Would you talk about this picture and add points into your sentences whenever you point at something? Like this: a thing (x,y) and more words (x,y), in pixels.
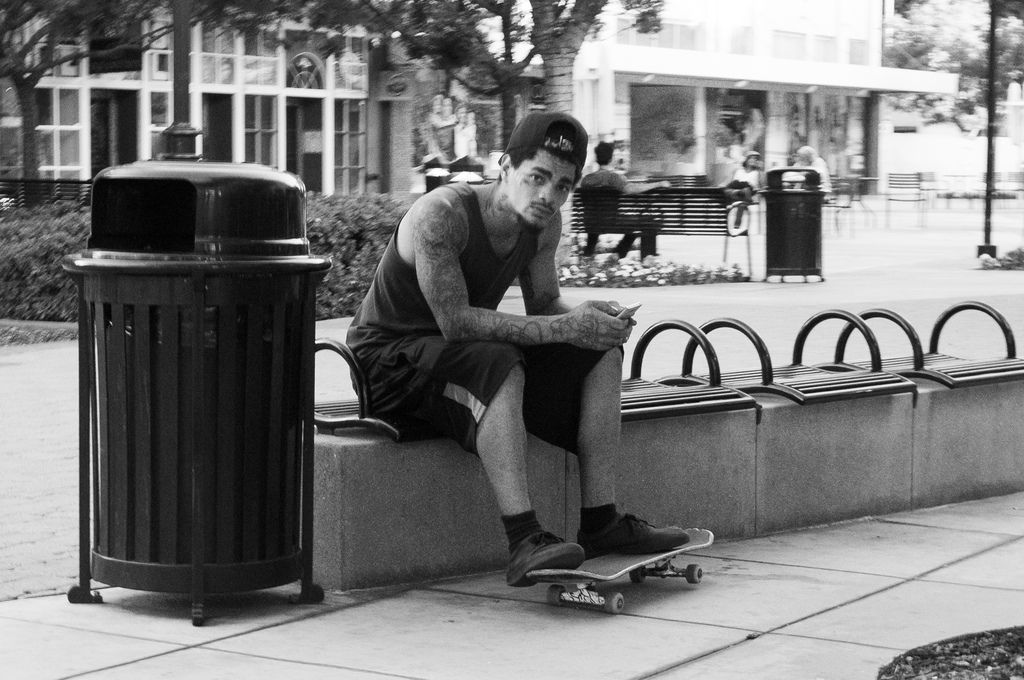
In this black and white picture a person (525,241) is sitting on the bench (945,365). He is keeping his legs (565,547) on the skateboard (572,577) which is on the floor (658,604). Beside him there is a dustbin (313,341). A person (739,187) is sitting on the bench (646,215), beside him there is a dustbin (800,239). Behind there are few persons (754,188) are sitting on the bench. There are few plants (739,271), behind there are few trees (437,65). Background (136,90) there are few buildings (416,111).
